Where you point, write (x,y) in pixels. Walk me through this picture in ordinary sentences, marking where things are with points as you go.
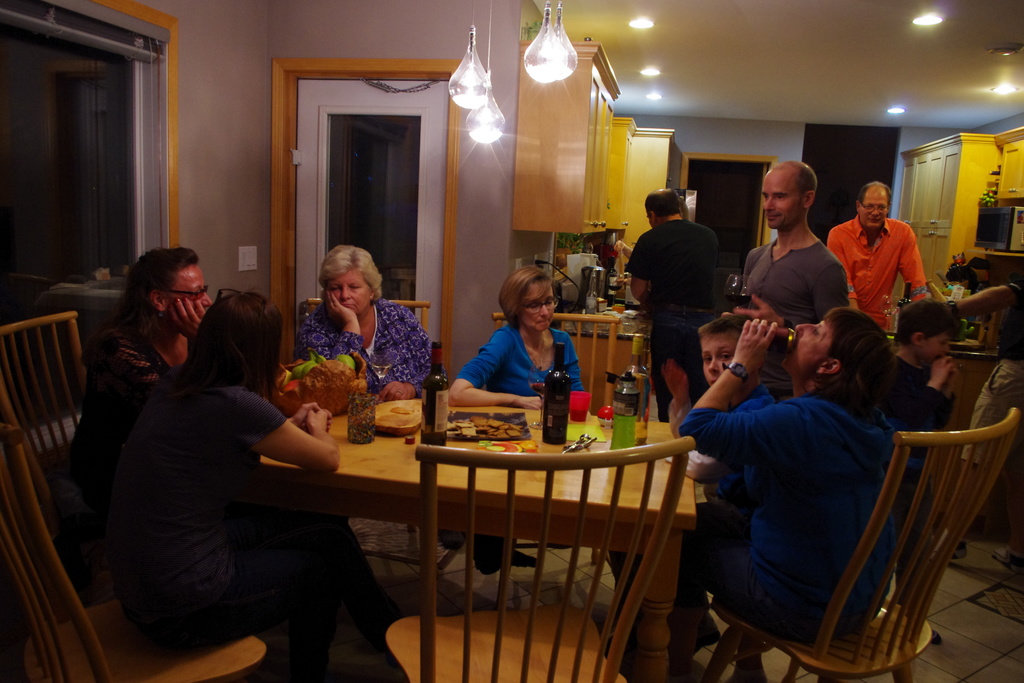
Here we can see a group of people (194,349) are sitting on the chair (678,479), and in front (552,399) here is the table (419,422) and wine bottle (559,428) on it and some other objects (589,400) on it, and at back (621,367) here is the table (616,341) and many objects (624,285) on it, and here a person (702,265) is standing on the floor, and at above here are the lights (489,108) and here is the door (367,206).
